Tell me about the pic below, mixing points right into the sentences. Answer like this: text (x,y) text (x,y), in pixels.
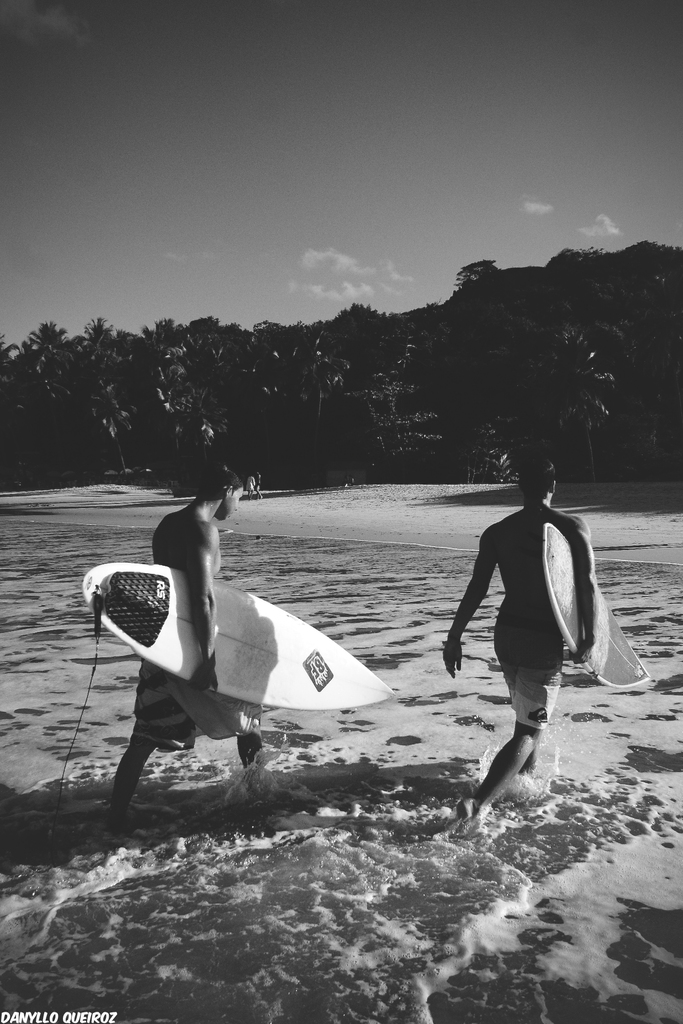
In this image I see 2 men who are carrying the surfboards (134,583) and they are in the water (642,618), In the background (381,514) I see the sand (477,543) and number of trees (48,438) and I can also see the sky (227,121).
